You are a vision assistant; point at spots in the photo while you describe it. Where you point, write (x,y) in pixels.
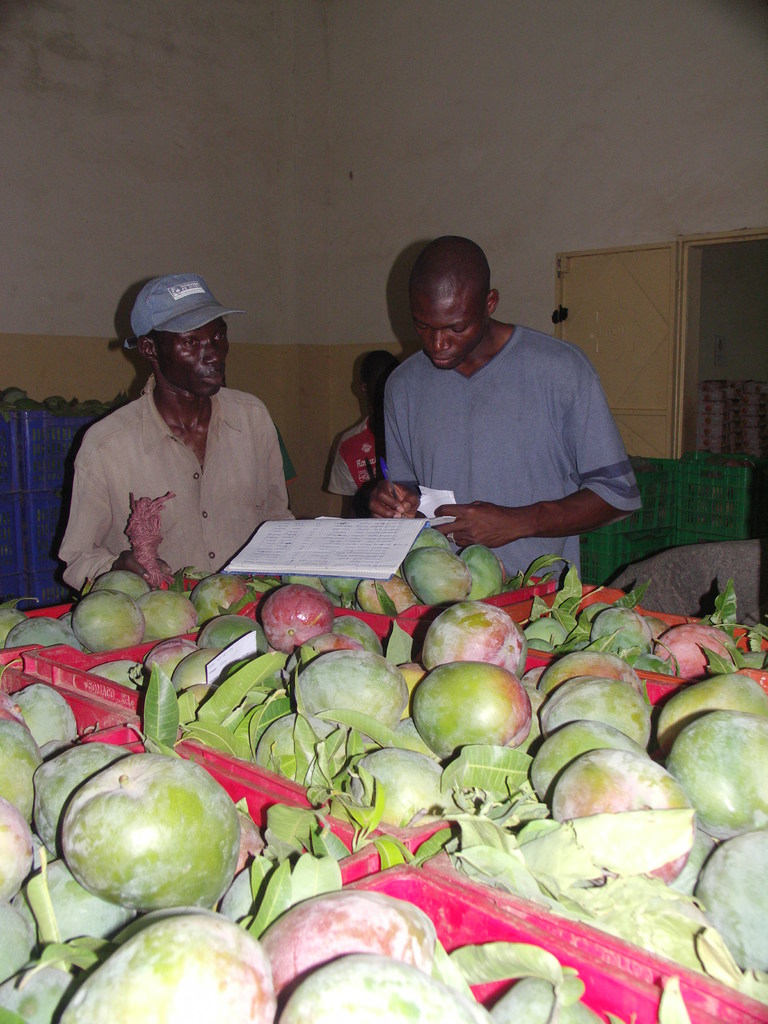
In this image there are a group of people (440,313) standing beside the crates (480,930) writing something in book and also we can see there are so many raw mangoes (571,789).
